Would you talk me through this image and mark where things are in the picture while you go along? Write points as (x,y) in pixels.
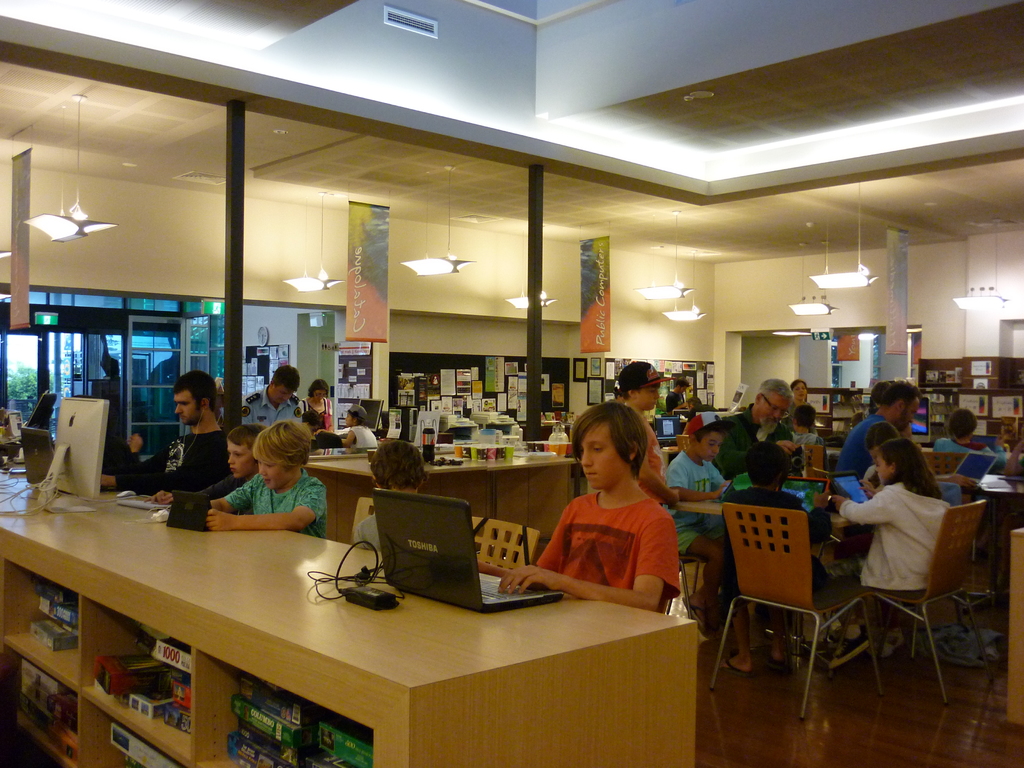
This image is taken inside a room (678,237). There are many people (652,501) in this room (560,629) few of them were standing and few of them (591,495) were sitting on a chairs (748,576). In the left side of the image (263,538) there is a table (585,693) and on top of it there is a monitor (67,461), laptops (486,586) and few things (5,483) on it. At the top of the image (512,76) there is a ceiling (663,91) with lights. at the background (111,231) there is a wall (550,323) with lamps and banners (603,326) on it.
